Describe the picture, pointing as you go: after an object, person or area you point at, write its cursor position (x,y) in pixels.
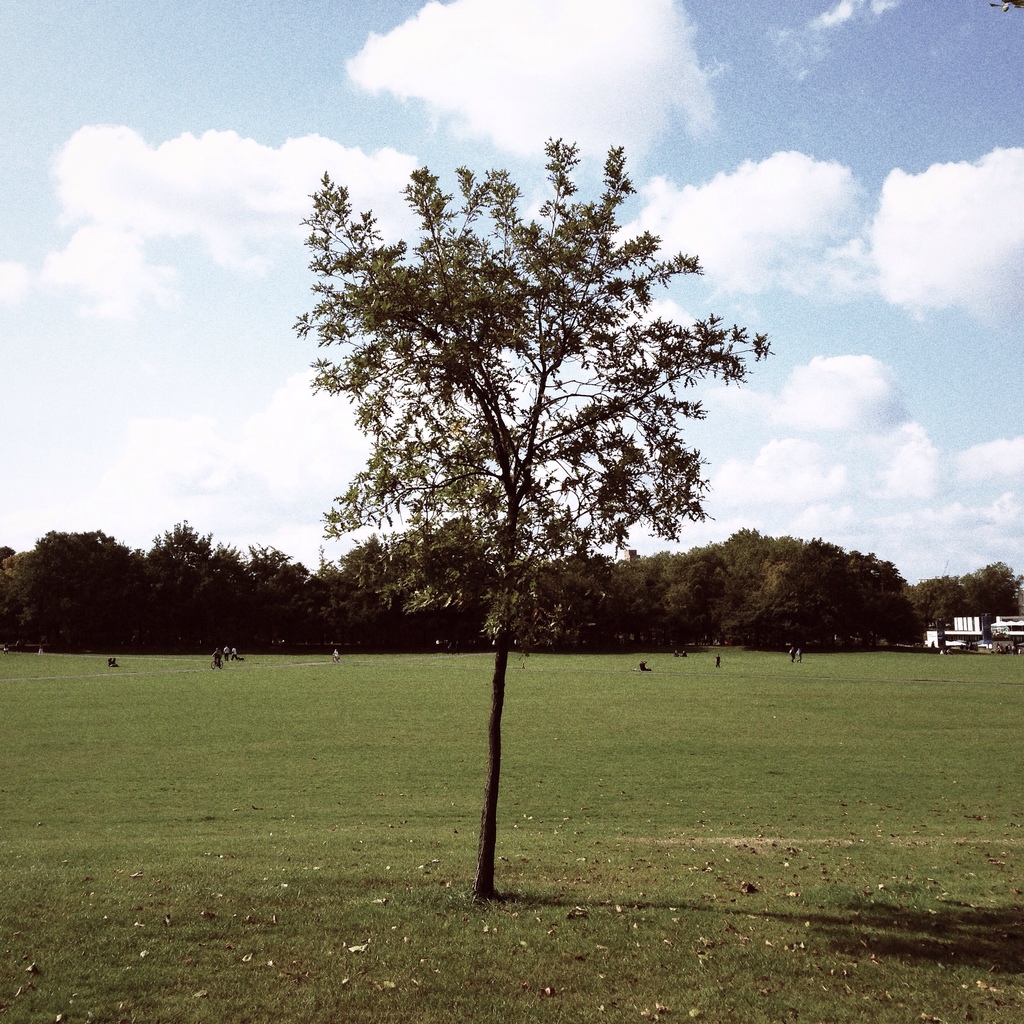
In this picture we can see the ground (648,841) and in the background (1005,565) we can see trees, buildings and sky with clouds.
